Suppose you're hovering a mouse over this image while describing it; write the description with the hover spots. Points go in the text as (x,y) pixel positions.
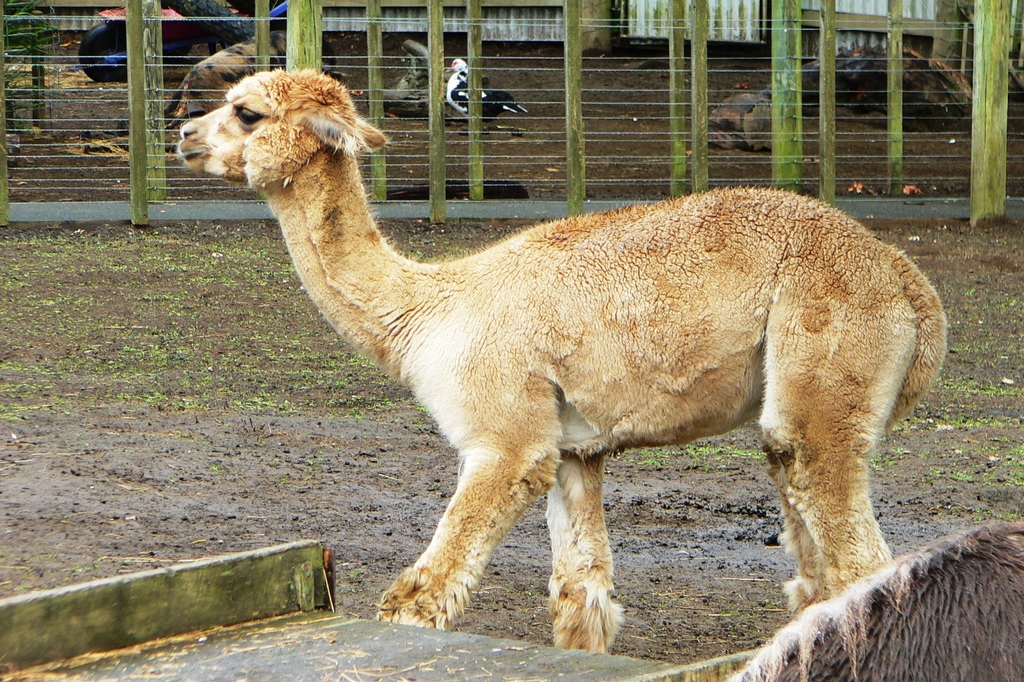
In this image there are animals (445,311) and a bird (459,104). We can see a fence (153,86). At the bottom (343,642) there is a wooden board (184,610).
